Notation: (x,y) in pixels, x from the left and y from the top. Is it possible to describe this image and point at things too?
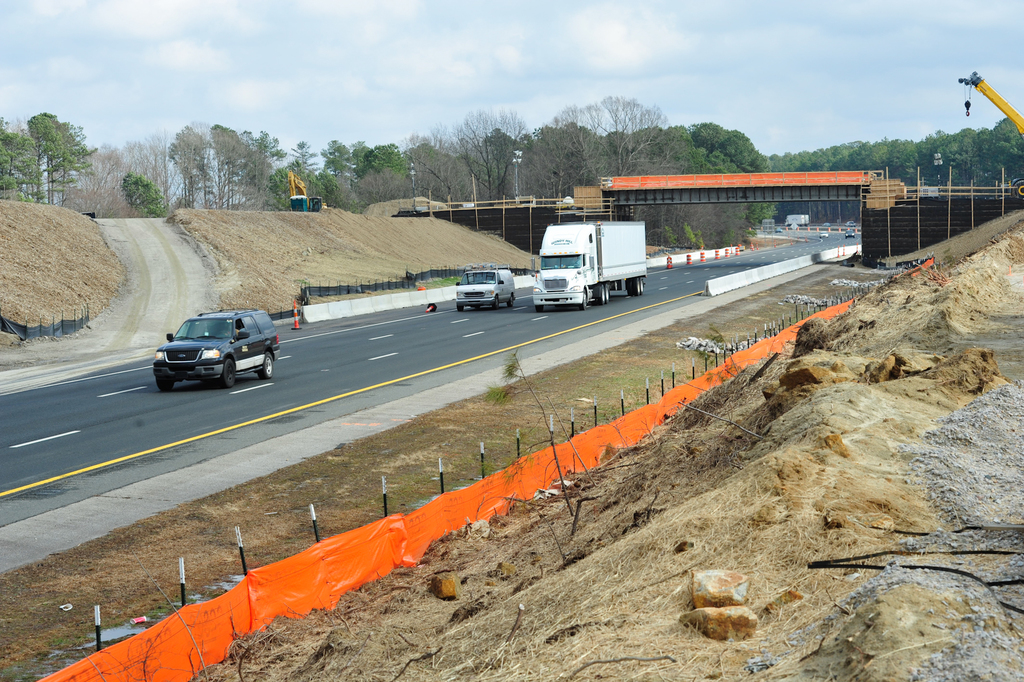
In this image we can see vehicles (268,339) on the road (355,318). In the background (319,215) there are poles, bridge (515,233), excavator (293,192), ground (457,231), trees (271,183) and clouds (185,75) in the sky (387,44). On the right side (710,583) we can see poles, stones (712,624) and objects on the ground (686,598) and crane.
